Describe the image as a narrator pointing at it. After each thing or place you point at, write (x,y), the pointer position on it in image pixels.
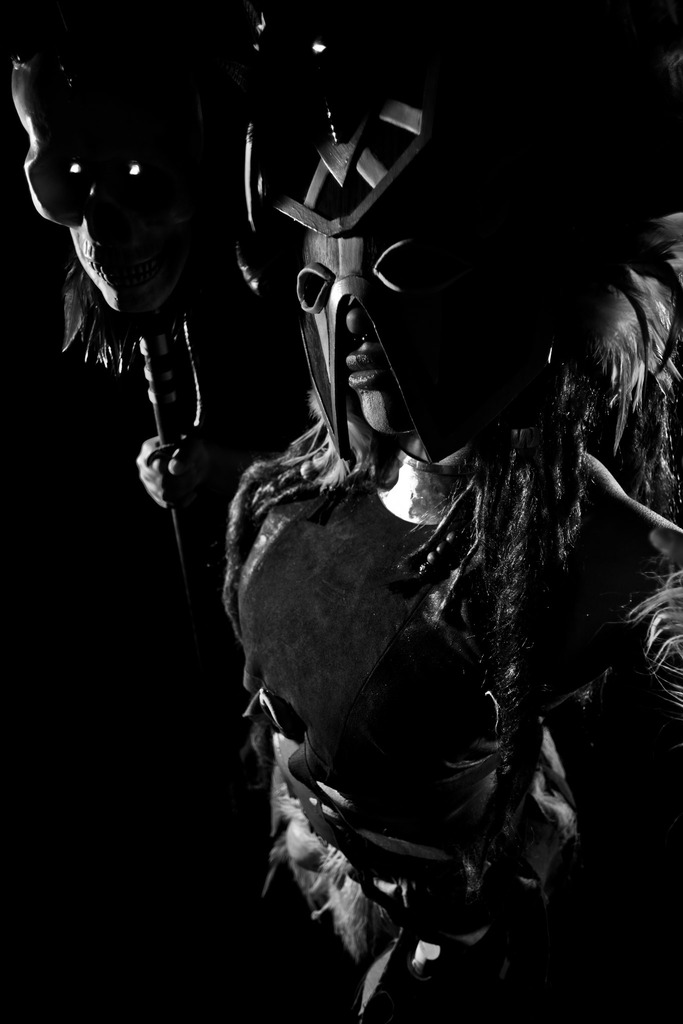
In this image I can see the dark picture. I can see a woman (402,357) wearing a face mask (329,365) and costume (370,642) is standing and holding a stick (164,322) in her hand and to the stick (164,330) I can see a human skull (129,115). I can see the black background (131,676).
